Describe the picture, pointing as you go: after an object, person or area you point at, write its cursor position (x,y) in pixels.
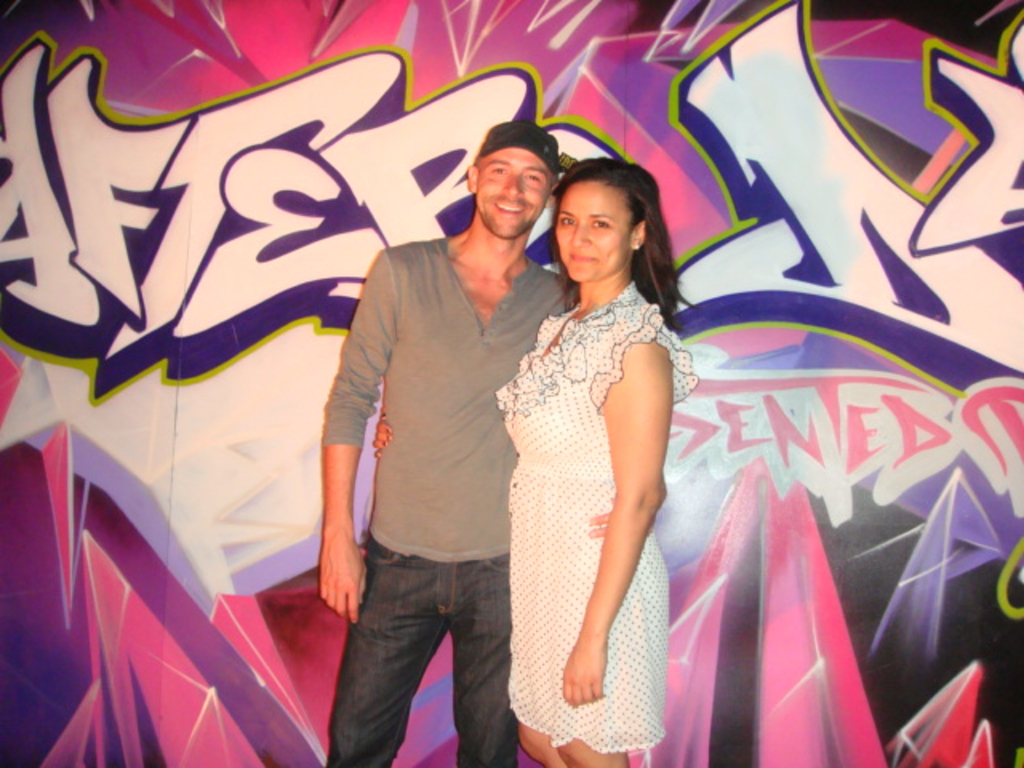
In this image we can see there are two people (670,279) standing and posing for a picture, behind them there is graffiti (324,165) on the wall (765,170).
